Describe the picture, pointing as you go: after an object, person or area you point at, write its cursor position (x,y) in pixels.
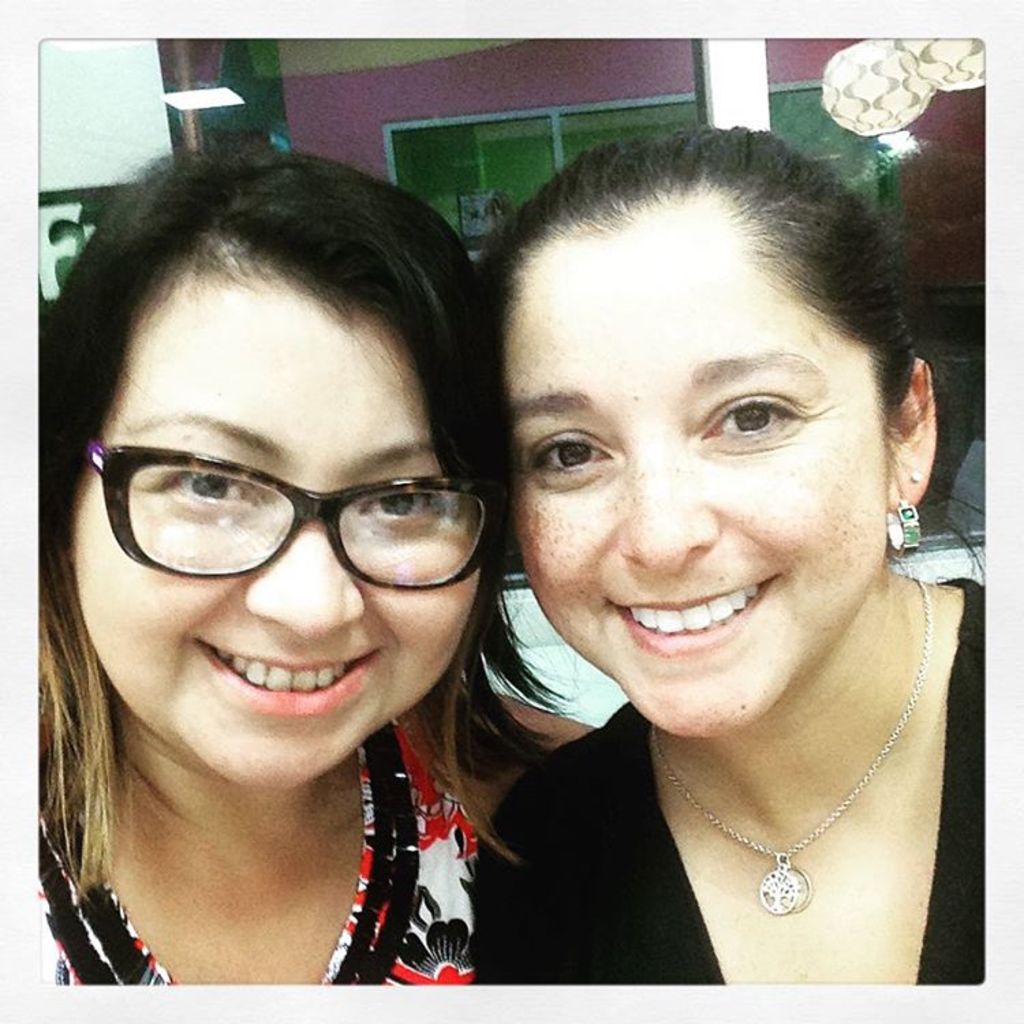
In this image, we can see two women (529,777) are smiling and seeing. On the left side (284,597), a woman (254,528) is wearing glasses (227,503). Background (352,111) there is a wall (339,135), glass windows (600,140), pillar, lights (217,100) we can see.
